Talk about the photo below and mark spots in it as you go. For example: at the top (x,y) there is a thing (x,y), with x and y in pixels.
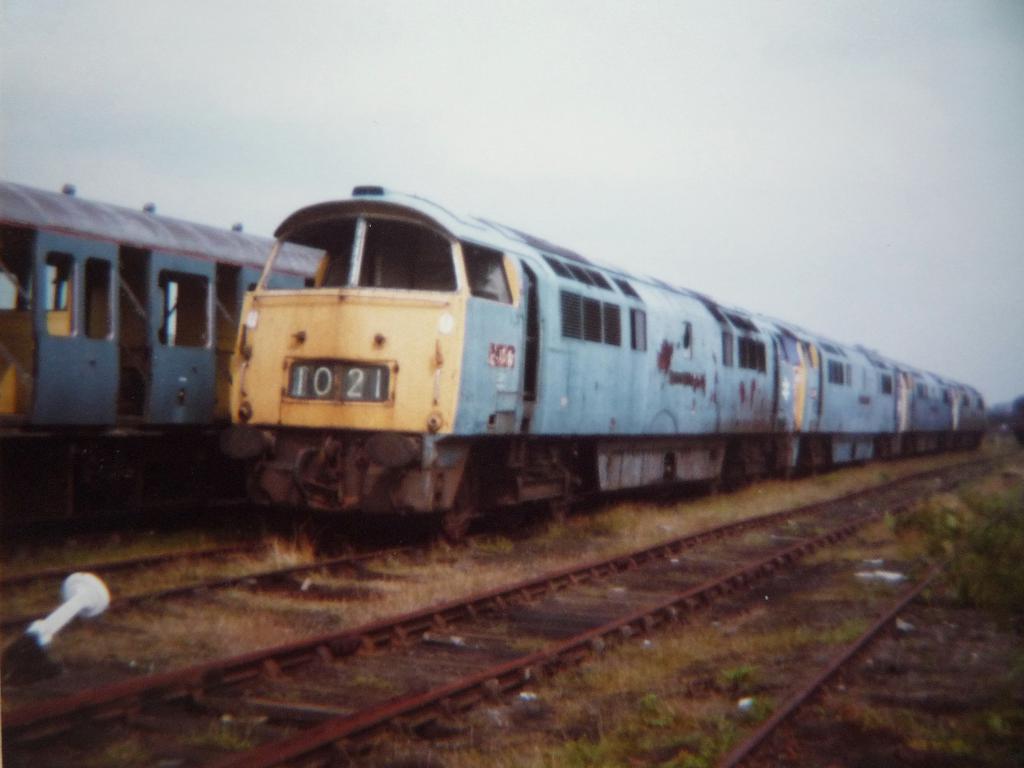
In the image we can see there are two trains (412,426) on the train tracks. There are many train tracks (563,591) and grass (380,613) in between the tracks (846,655), and a pale blue sky (528,171).
